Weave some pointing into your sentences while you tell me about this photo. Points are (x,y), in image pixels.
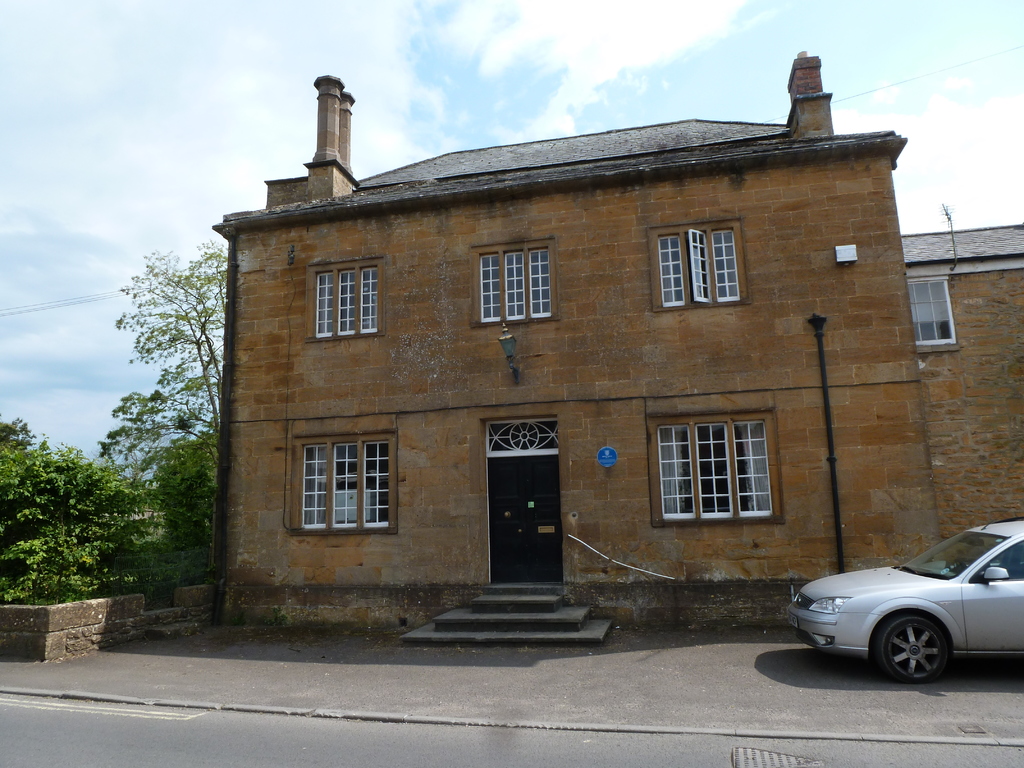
In the center of the image (510,296) there is a building (544,383) and light (510,349). On the right side of the image (904,615) we can see car (912,637) on the road (626,642). On the left side of the image (167,497) we can see trees (180,496). In the background (457,105) there are clouds (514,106) and sky (691,108).
